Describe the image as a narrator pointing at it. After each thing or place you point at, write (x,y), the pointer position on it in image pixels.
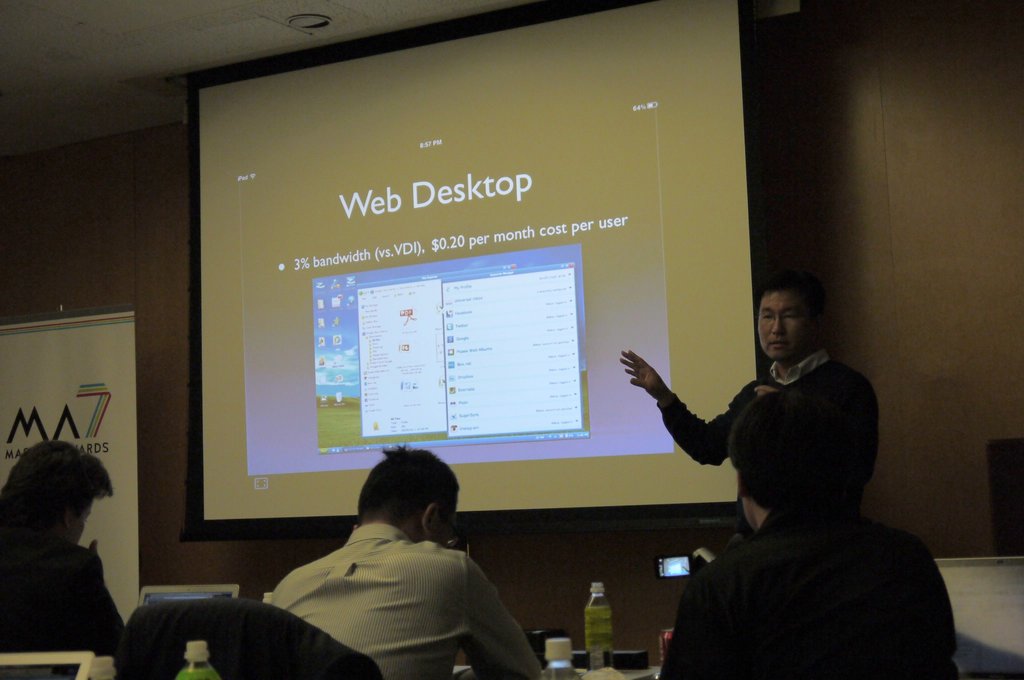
In this picture we can see three persons (758,587) are sitting in front of a table (607,663), there is a laptop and a bottle (608,614) present on the table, on the right side (700,442) there is a man (815,367) standing, in the background (408,371) we can see a projector screen (282,379) and a hoarding (125,370), there is some text (99,388) on the hoarding (113,393), we can see the ceiling (197,24) at the top of the picture (208,9).
